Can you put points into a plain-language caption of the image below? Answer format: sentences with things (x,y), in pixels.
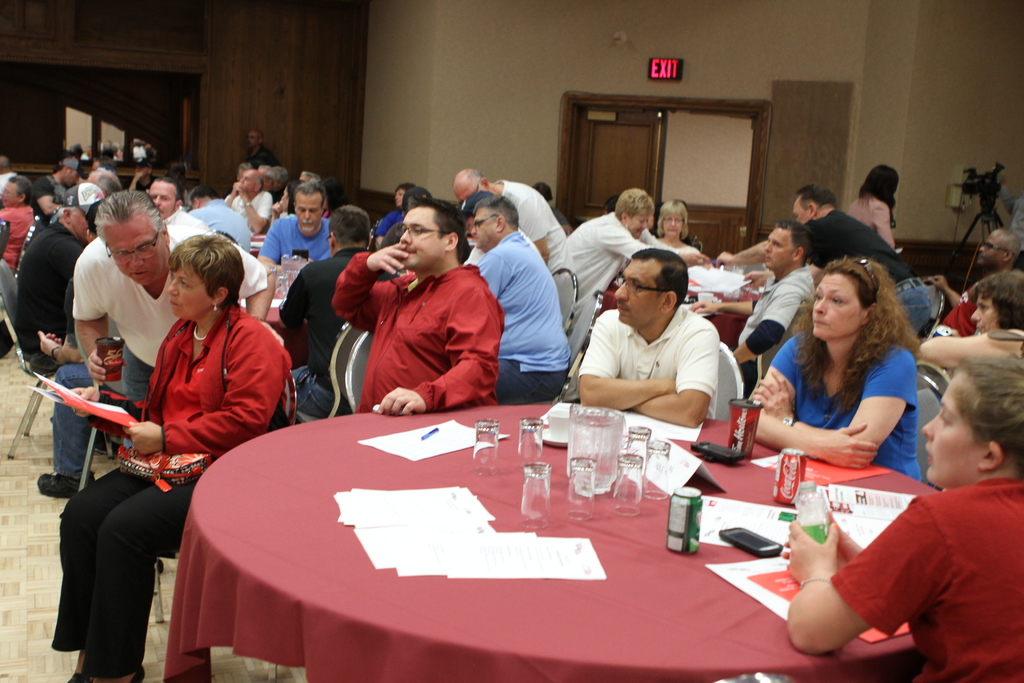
There are many people (346,301) on the image. There is a round table (344,609) around it there are chairs (575,301). On the table (564,463) there are glasses (542,479), jug (587,445), papers (542,551), cans (684,501), mobile (745,529). In the background (614,155) there is a door (620,144) with a exit sign (674,78) on top of it.
